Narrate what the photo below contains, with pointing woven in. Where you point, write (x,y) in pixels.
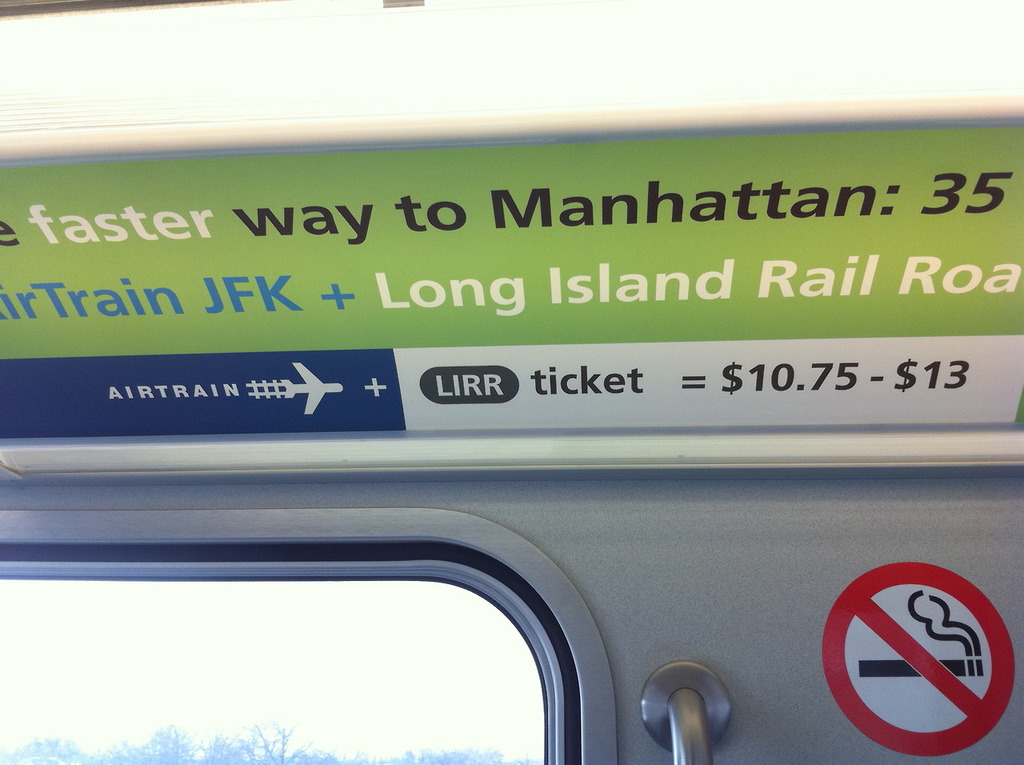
In this image I can see a board (991,321) on the top side (76,178) and on it I can see something is written. On the right side of this image (845,597) I can see a no smoking sign board (901,579) and on the left side (103,529) I can see window (429,584). Through the window (134,692) I can see number of trees (124,755) and on the bottom right side (714,680) I can see an iron pole (694,686).
